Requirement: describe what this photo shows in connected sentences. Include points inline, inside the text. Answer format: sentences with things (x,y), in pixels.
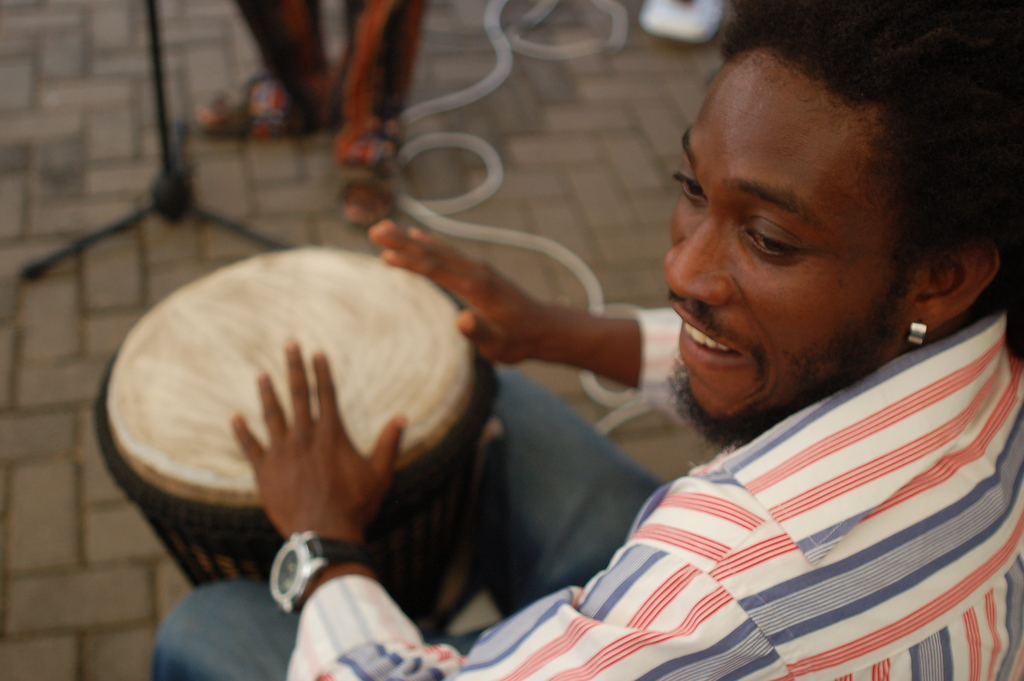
In this picture we can see a man (490,287) who is playing musical instrument (308,367).
